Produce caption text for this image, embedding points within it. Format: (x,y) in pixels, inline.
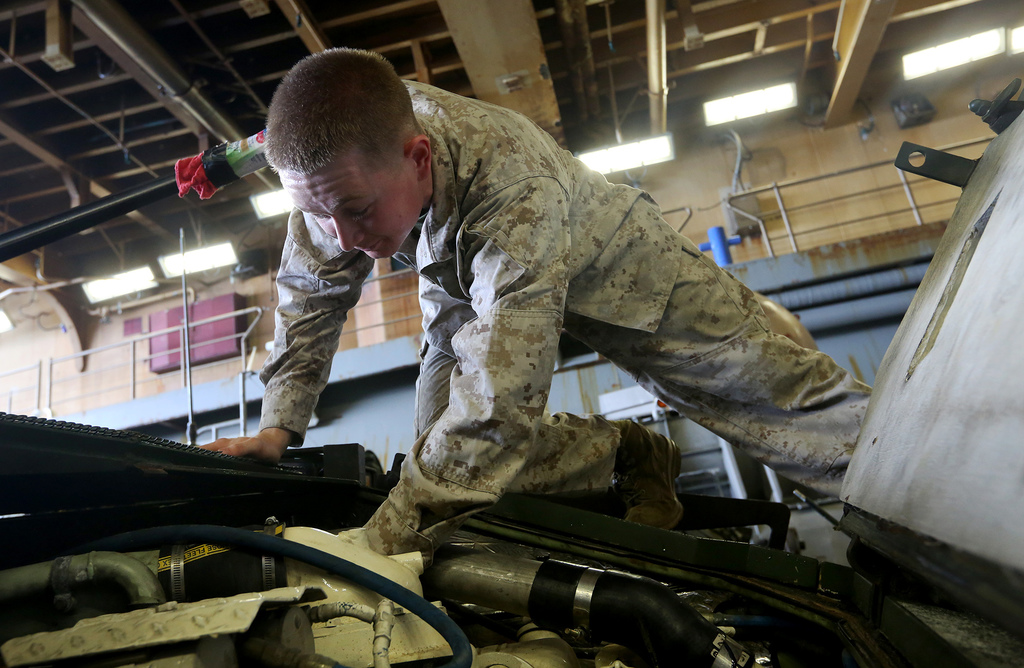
In this image we can see a person (317,272) wearing dress (853,439) is on the vehicle (35,459) where we can see the engine (533,667). The background of the image (21,132) is blurred, where we can see the ceiling (689,13).
